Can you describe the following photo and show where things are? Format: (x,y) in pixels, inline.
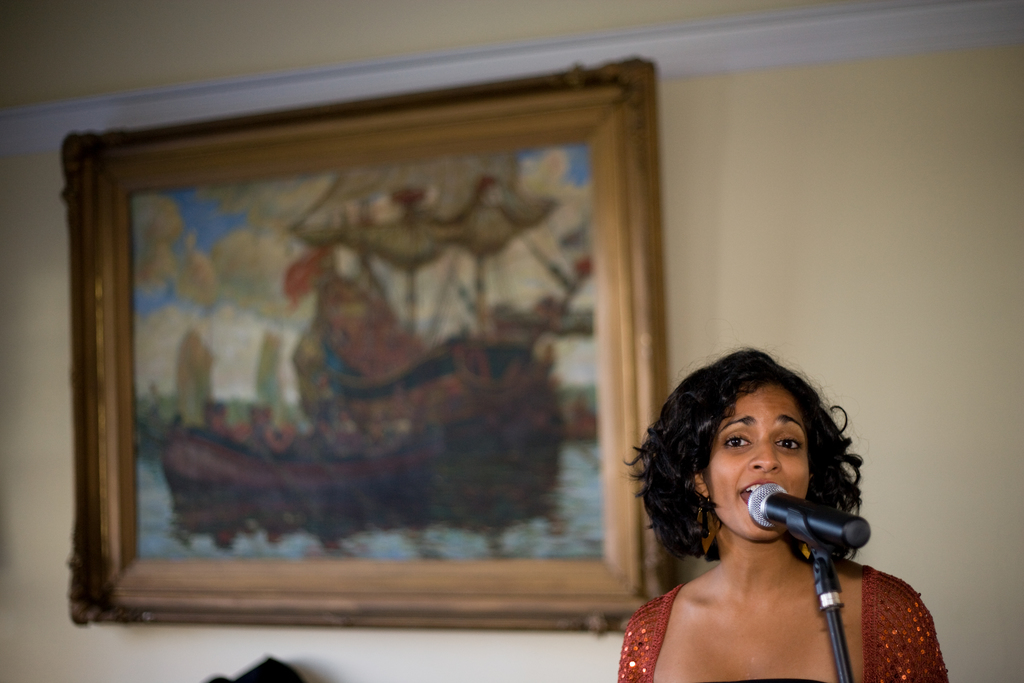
In the picture there is a woman (807,468), she is singing a song there is a mic (786,515) in front of her and in the background (705,191) there is a wall (804,189) and a photo frame (238,423) attached to the wall (54,622).
